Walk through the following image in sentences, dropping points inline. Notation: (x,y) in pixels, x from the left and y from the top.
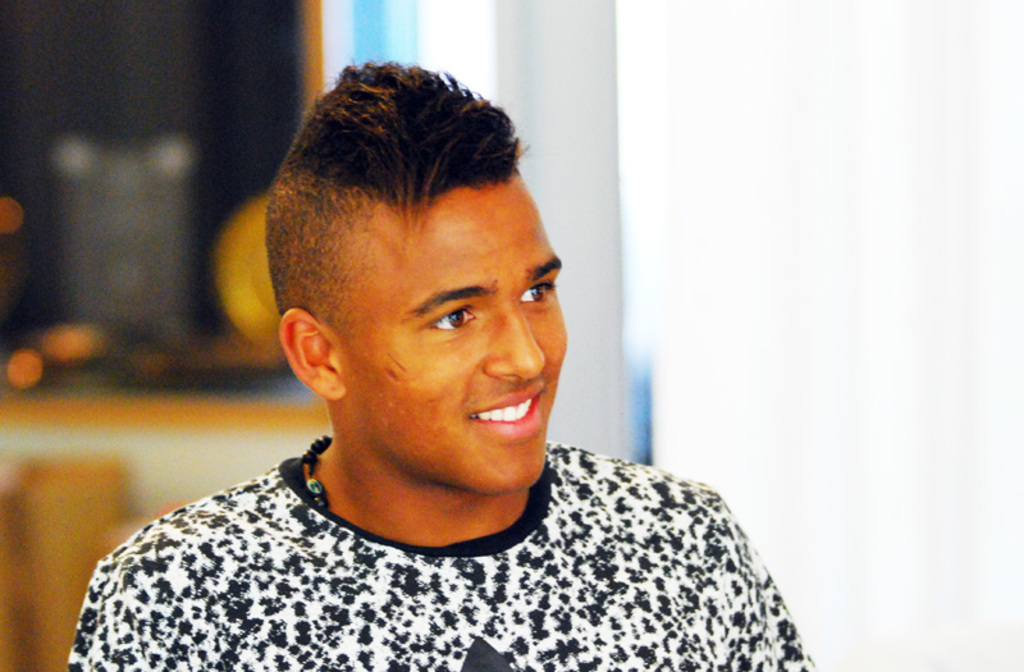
In this image we can see a man (365,462) smiling. In the background (606,77) it is looking blur.
